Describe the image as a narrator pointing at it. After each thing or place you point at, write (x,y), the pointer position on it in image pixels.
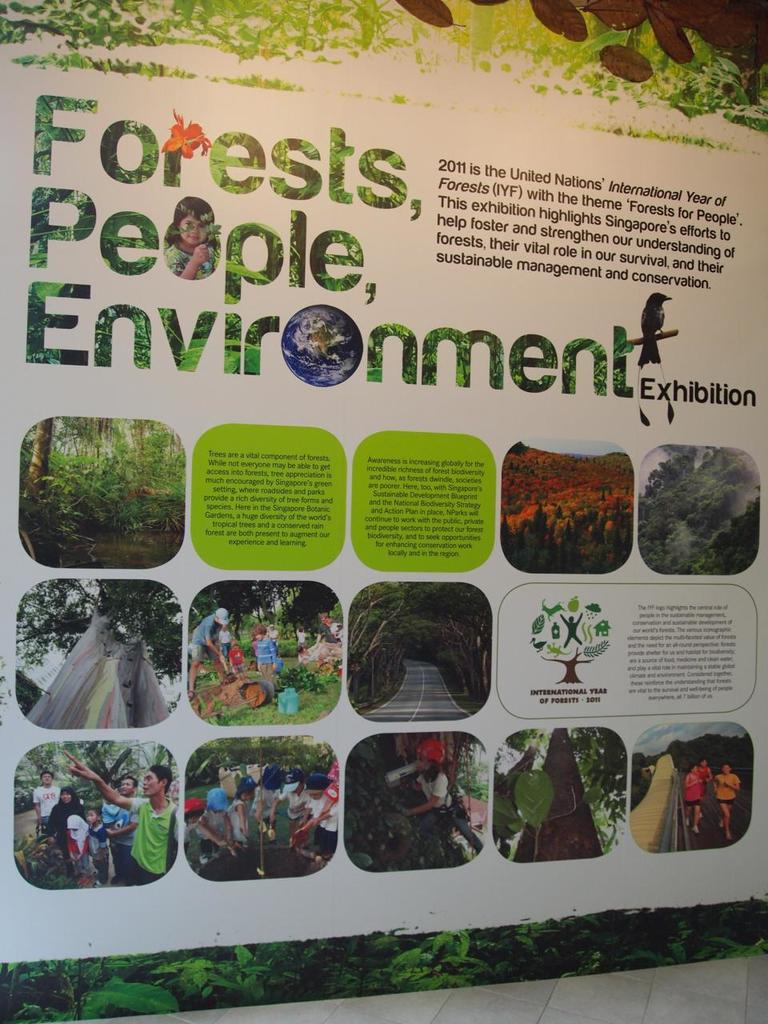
The picture consists of a poster (237,518). In the poster (556,392) there are images (628,471) and text (343,321). In the images (294,584) there are trees (398,658), people (332,843), roads (374,718) and other objects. At the top (501,15) and at the bottom (510,958) there are trees (62,988).
